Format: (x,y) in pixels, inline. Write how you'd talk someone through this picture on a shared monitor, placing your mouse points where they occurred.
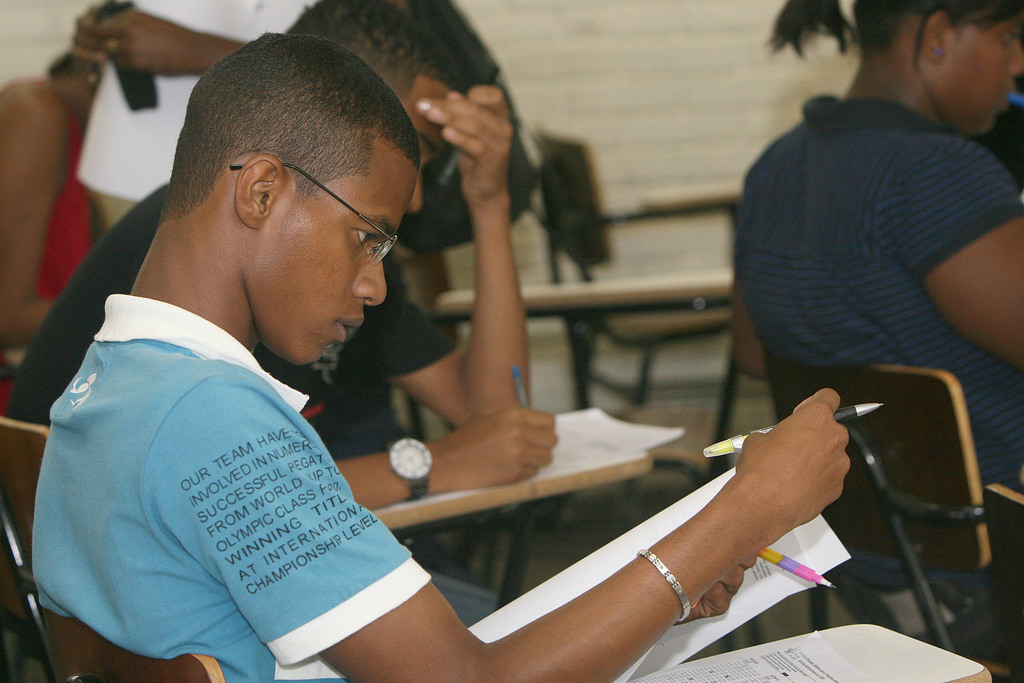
In this picture we can see a few people (412,101) sitting on the chair (1004,634). There is a person (317,358) holding pens (780,560) and a paper (765,561). We can see a paper (697,678) on a writing pad chair (947,666). There is another person (484,110) holding a pen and writing on a paper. We can see a person (241,6) holding an object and standing in the background (92,13).
